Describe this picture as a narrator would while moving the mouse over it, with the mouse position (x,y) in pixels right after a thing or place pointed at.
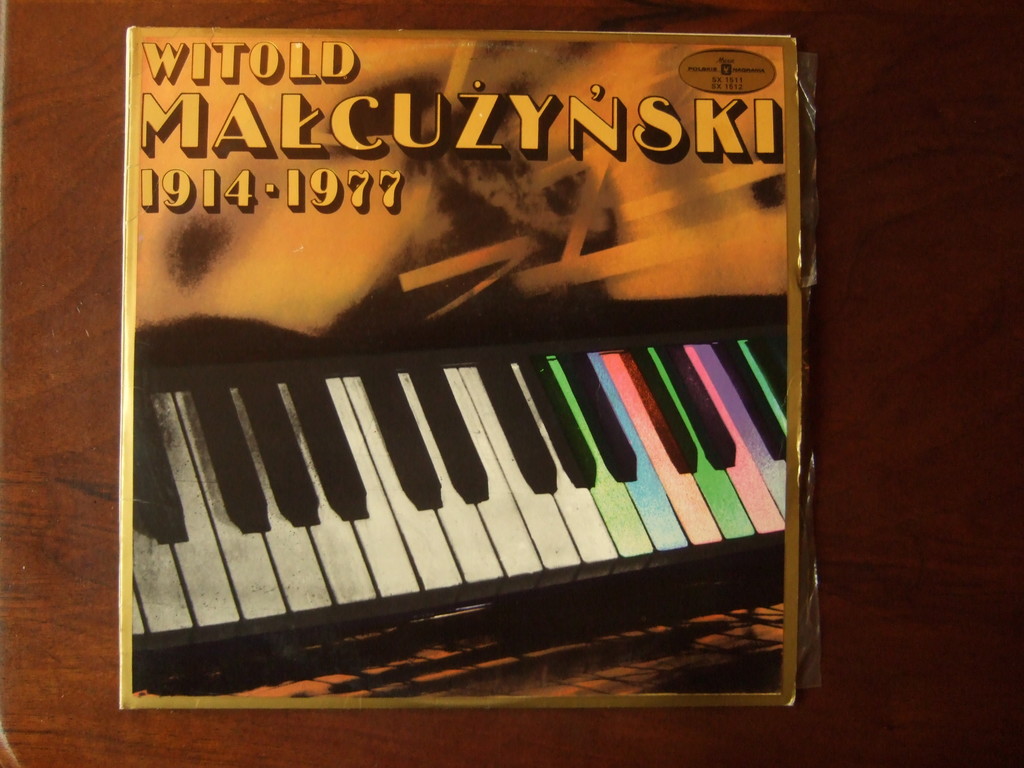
In this image we can see a card (447,574) placed on the wooden surface (528,718) in which we can see the picture (488,611) of a piano (260,426) and some text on it.
